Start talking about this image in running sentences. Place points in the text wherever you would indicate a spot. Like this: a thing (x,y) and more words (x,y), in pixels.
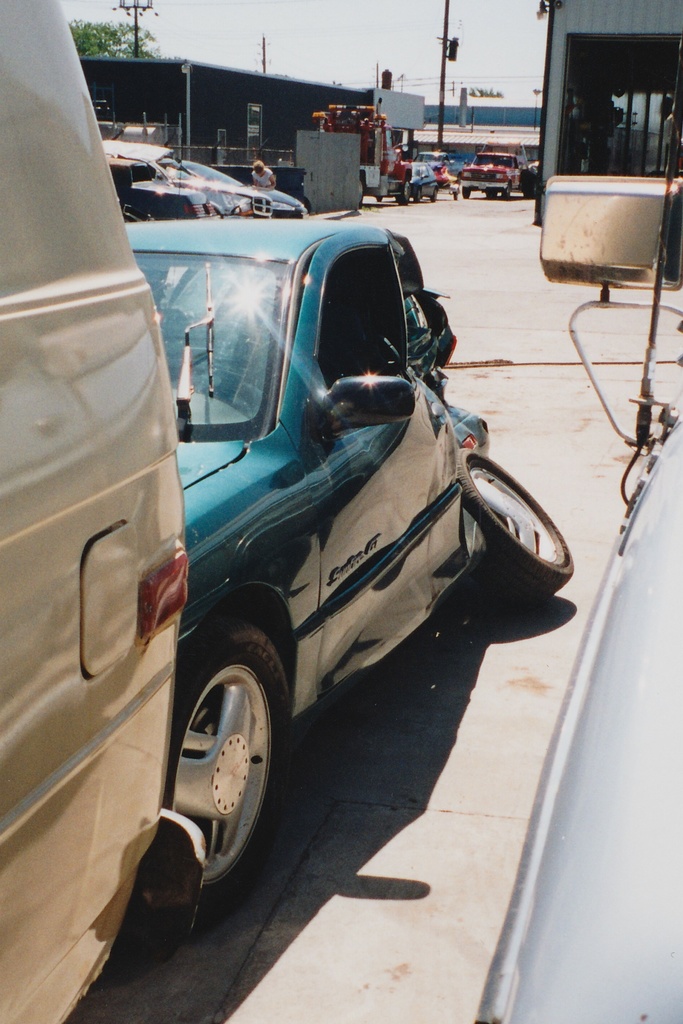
In this image I can see vehicles (644,992) visible on the road (242,941) and at the top (268,69) I can see the sky (431,39), pole (444,39), building (119,74) and vehicle (430,184), trees (81,49).
